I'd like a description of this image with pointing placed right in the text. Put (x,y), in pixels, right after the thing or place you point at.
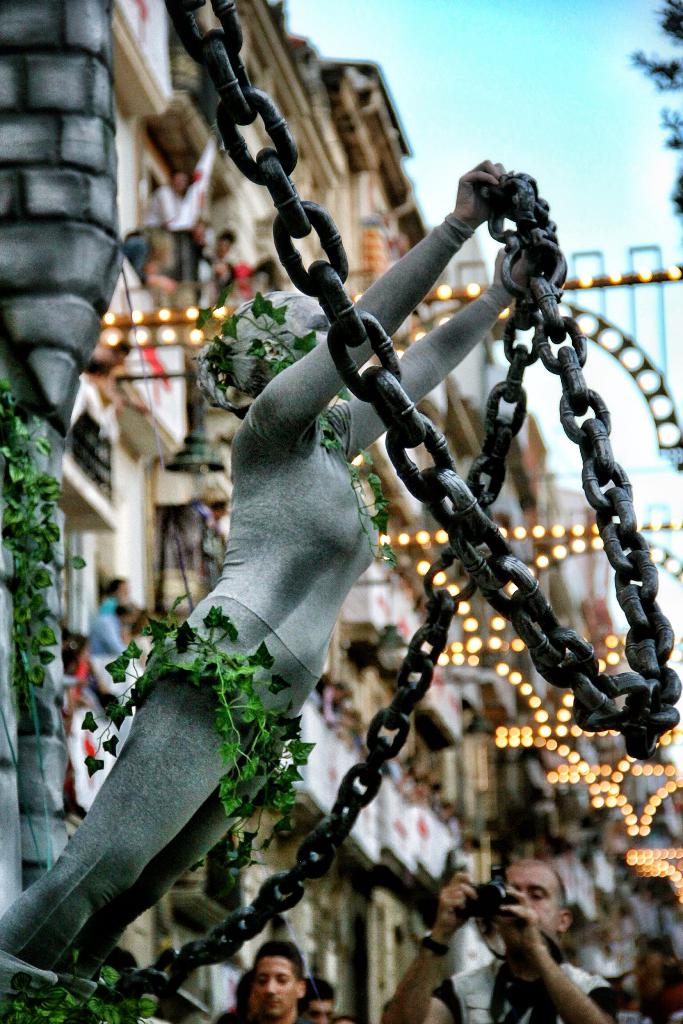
This picture shows a woman (286,398) bending and holding a metal chain (317,839) and we see few people (656,953) standing and watching and a man (521,923) holding a camera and taking picture and we see lights (196,331) and a building (378,156) and a tree (644,62) and we see a blue cloudy Sky (527,135).
